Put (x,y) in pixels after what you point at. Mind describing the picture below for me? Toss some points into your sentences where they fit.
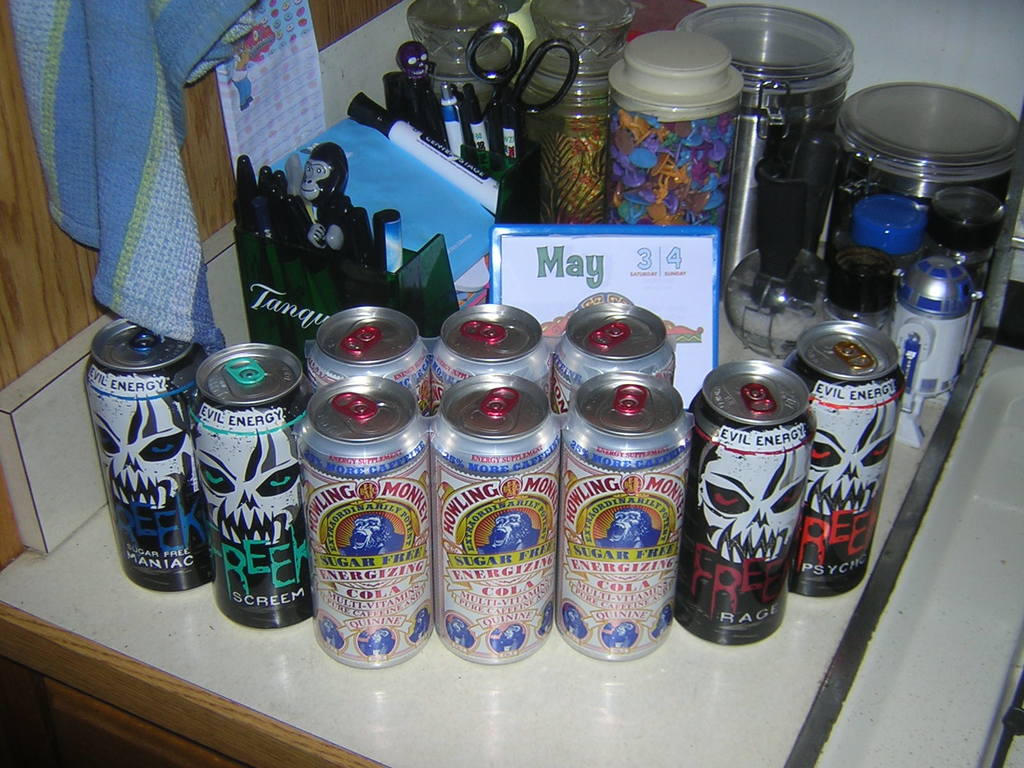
In this image I can see beverage cans (594,489), bottles (745,303), jars (728,193), markers (512,139), pen (473,120), boards (586,237), box (517,215) and so on kept on the table (637,667). In the background (293,112) I can see a wall (331,111), napkin (123,123) and poster (296,100). This image is taken may be in a room (419,525).
